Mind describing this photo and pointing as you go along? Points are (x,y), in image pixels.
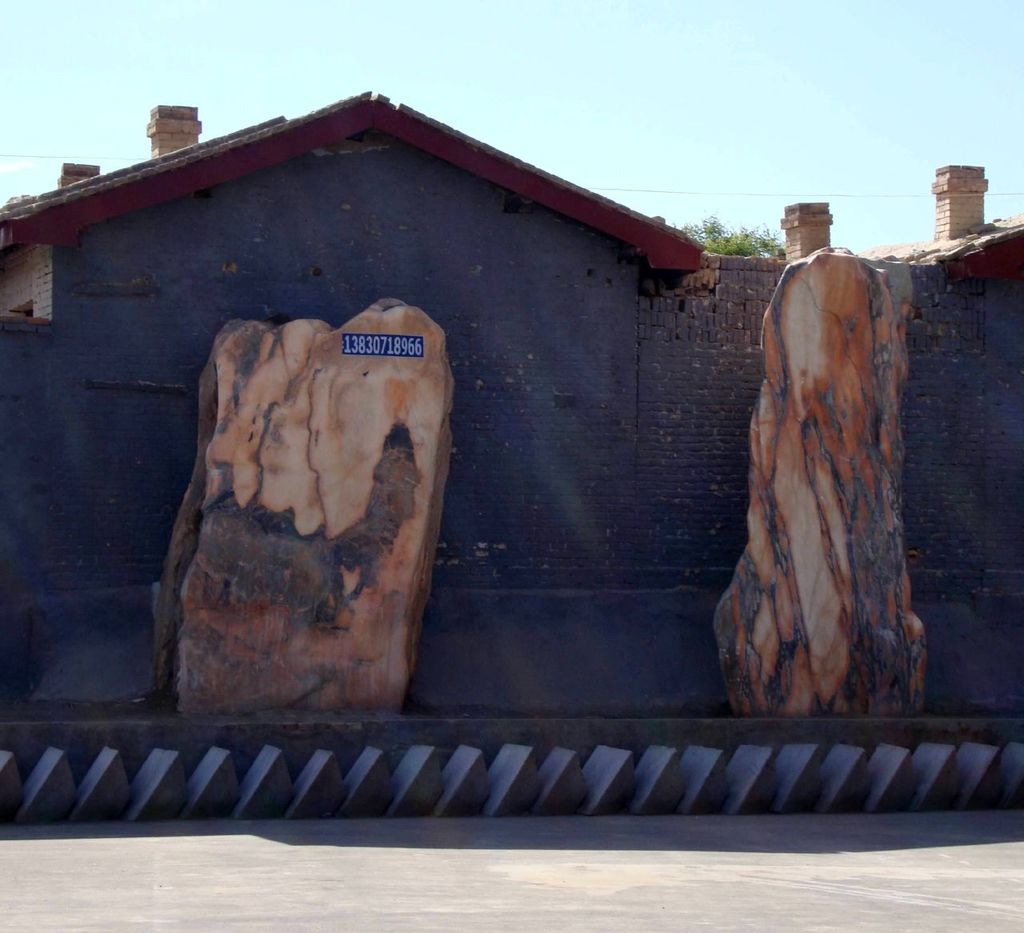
In this image there is the sky (528,45) towards the top of the image (452,33), there is a wire (693,191), there is a tree (715,234), there is a wall (584,404), there are objects (838,301) that looks like a sculpture (392,449), there is a board (387,347), there is number (384,344) on the board (399,353), there is road (401,865) towards the bottom of the image (506,852).
